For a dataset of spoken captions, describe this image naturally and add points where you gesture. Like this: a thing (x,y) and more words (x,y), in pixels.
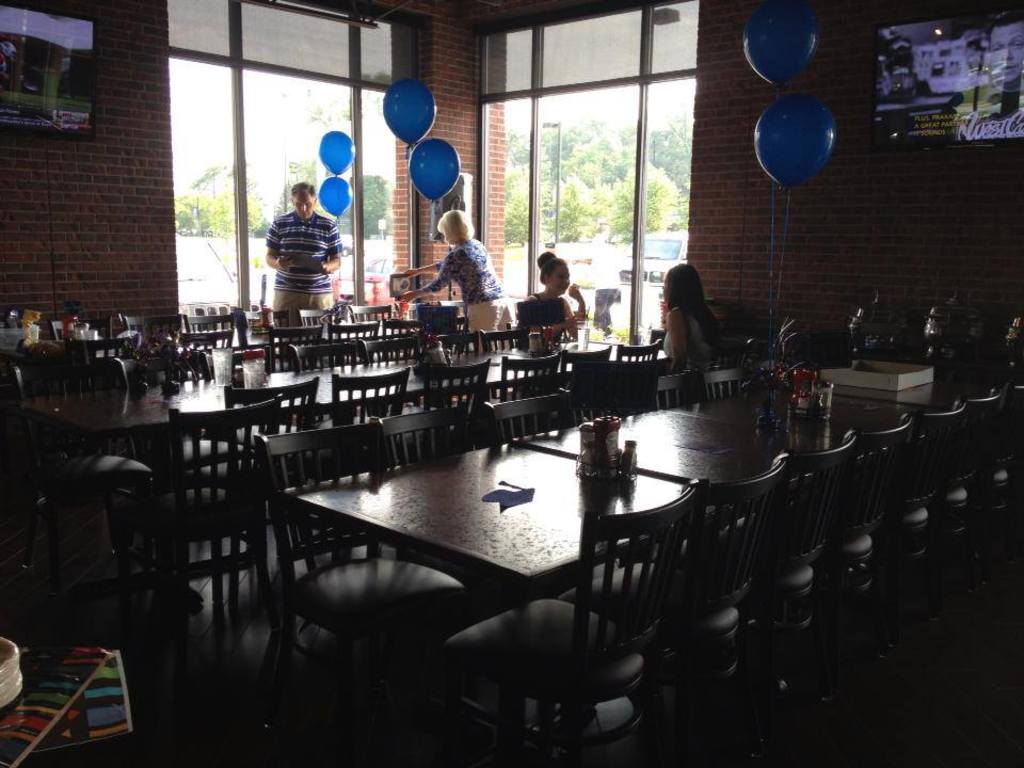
In this picture we can see couple of chairs (639,515), tables (495,527), glasses (222,356), balloons (790,76) in the room (738,101), few people (676,317) are seated on the chair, and few are standing and also we can see couple of televisions (56,73) on the wall (141,213), in the background (662,247) we can find a car (650,263), couple of poles (557,178) and trees (582,190).
